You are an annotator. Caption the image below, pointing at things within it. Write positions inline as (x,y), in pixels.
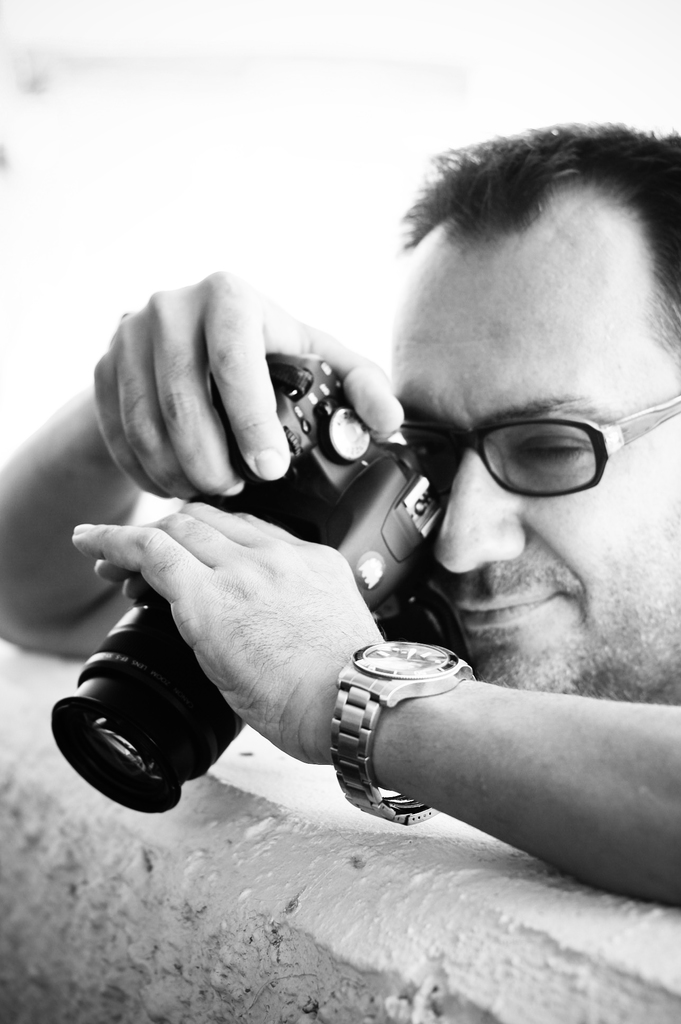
This is the black and white picture of a man (498,406) taking pictures in the camera (174,670) leaning on the wall (244,928).
